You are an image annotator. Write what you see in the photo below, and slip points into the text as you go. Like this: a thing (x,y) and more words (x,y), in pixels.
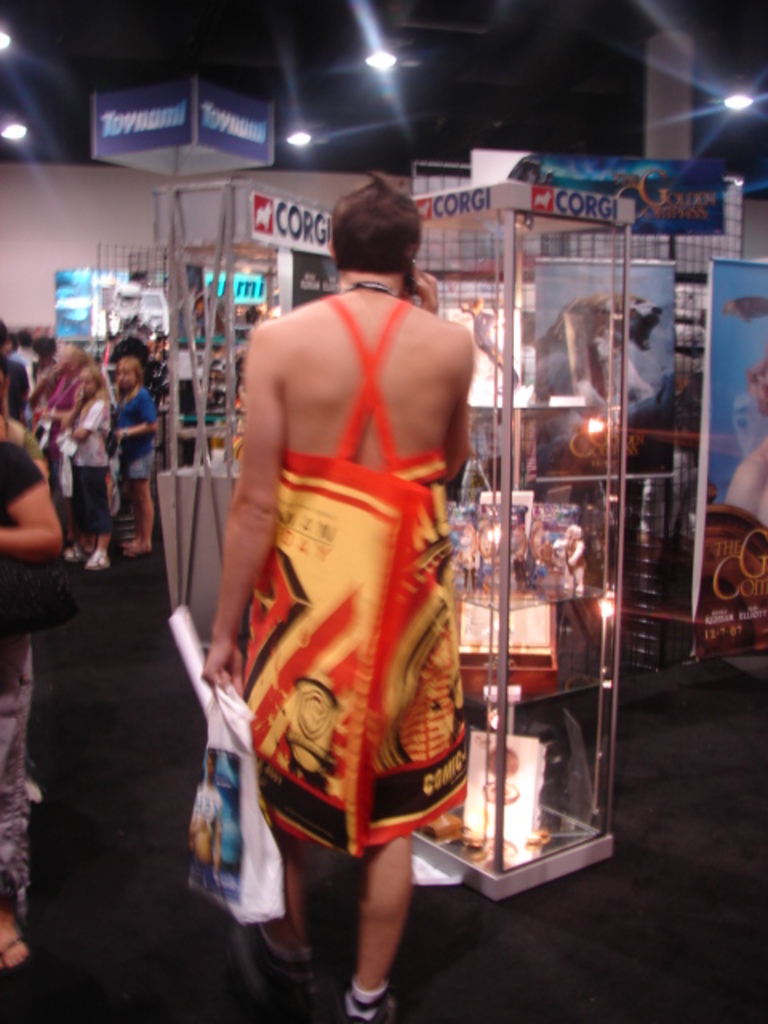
In this picture I can observe a person (264,725). He is holding a bag (219,782) in his hand (234,680). On the left side (8,443) there are some people (104,544) standing. I can observe some lights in the ceiling (339,78). There are some racks (469,440) in this picture.
